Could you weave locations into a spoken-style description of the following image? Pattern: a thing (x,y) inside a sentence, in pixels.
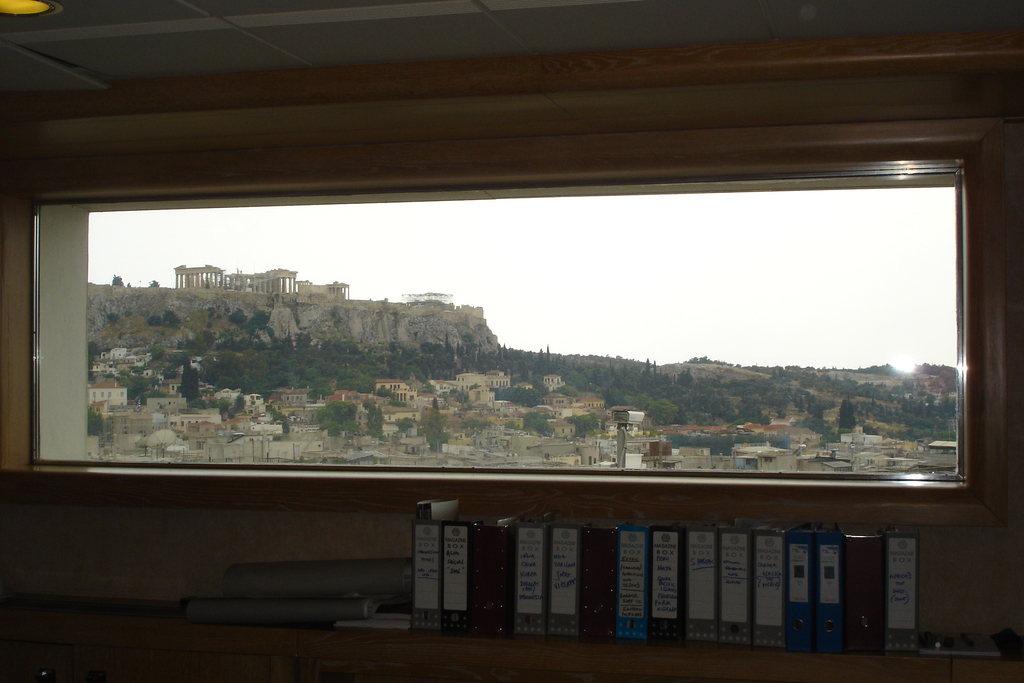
In this picture we can see some files (755,600) at the bottom (716,593), there is a glass (367,357) in the middle (368,389), from the glass (427,374) we can see buildings (492,385), trees (418,376) and the sky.
